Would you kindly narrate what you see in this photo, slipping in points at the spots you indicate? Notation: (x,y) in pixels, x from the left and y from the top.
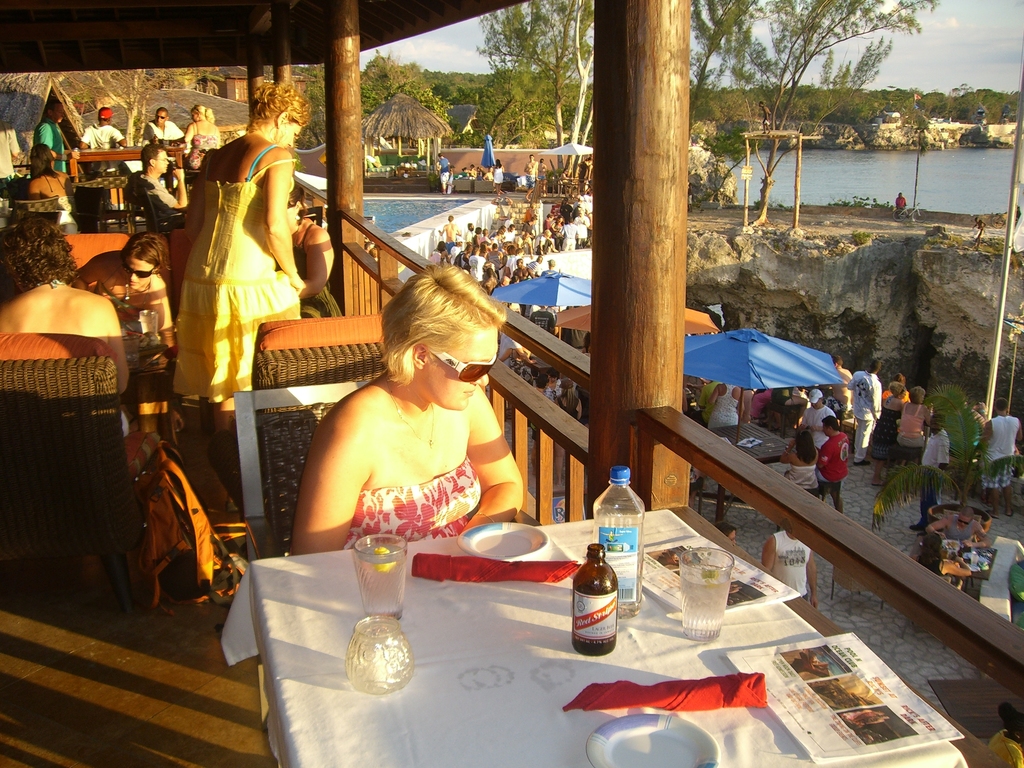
It is a restaurant (269,611), there are some people (236,386) having food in the restaurant (314,371), outside the restaurant (362,643) there is a lot of crowd (525,244), to the left side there is a swimming pool (426,208), and to the right side (807,195) beside a hill (970,251) there is a lake (915,175), in the background (839,75) there are lot of trees (923,93) and sky (909,49).
